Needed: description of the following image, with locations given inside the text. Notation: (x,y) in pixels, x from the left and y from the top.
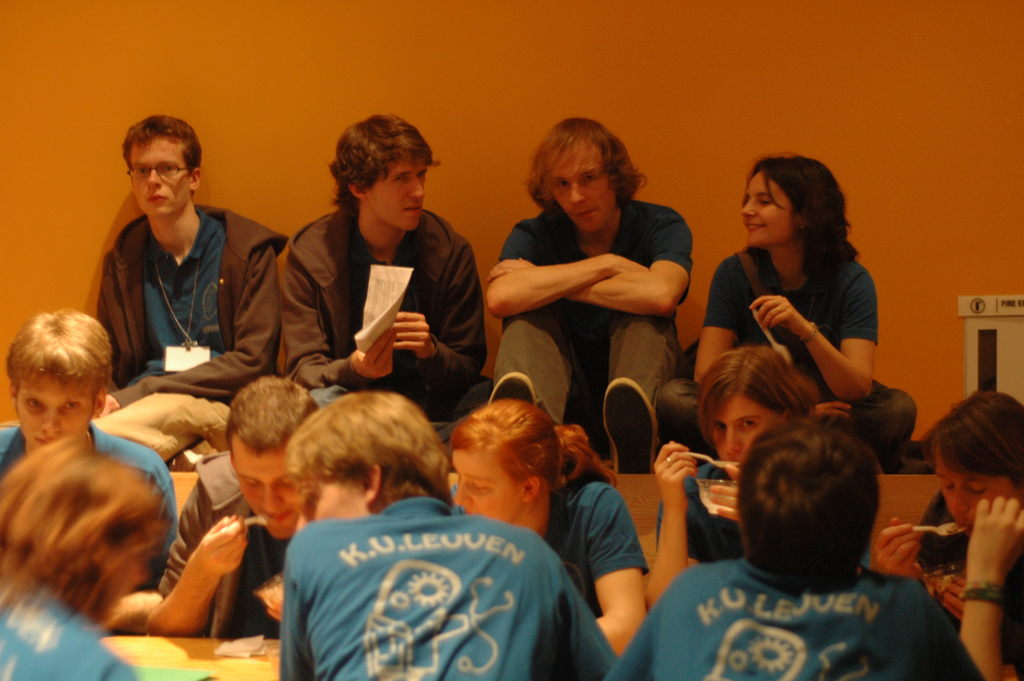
In the image there are few persons (617,368) sitting in front of wall (744,44), in the front (104,593) there are few persons (350,452) having food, the background wall (97,76) is of orange color, they all wore same blue color t-shirt (663,611).
